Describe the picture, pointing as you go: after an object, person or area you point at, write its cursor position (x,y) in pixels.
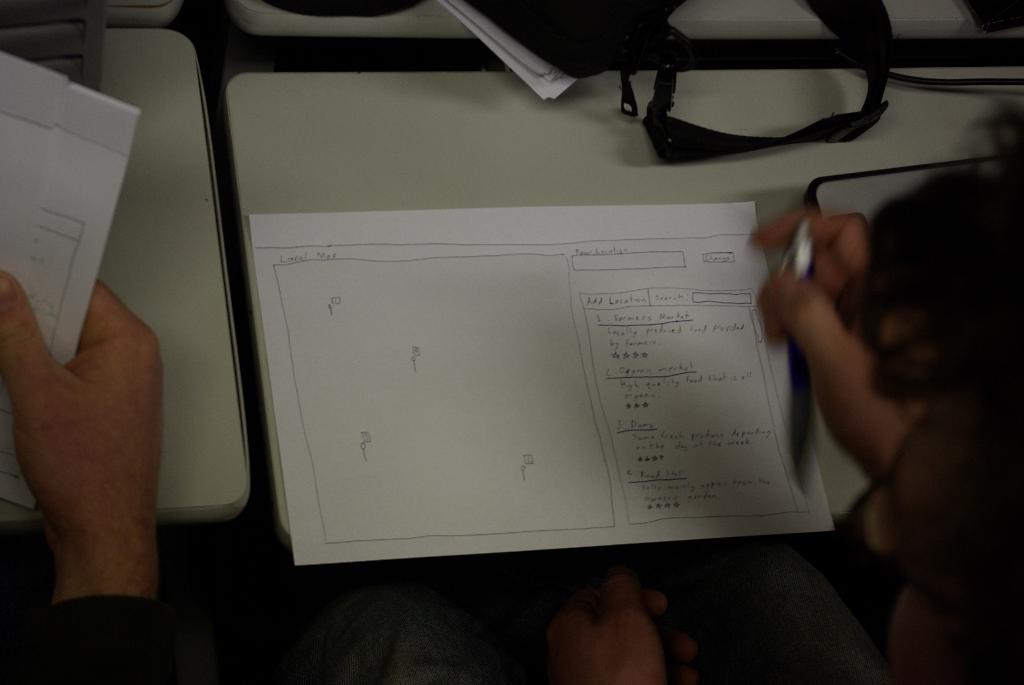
In this image I can see two people (374,634) holding the papers (7,424) and the pen (800,430). There is a table (355,139) in-front of the people (103,492). On the table (444,137) I can see the black color bag (498,1) and the white color paper (345,358).
